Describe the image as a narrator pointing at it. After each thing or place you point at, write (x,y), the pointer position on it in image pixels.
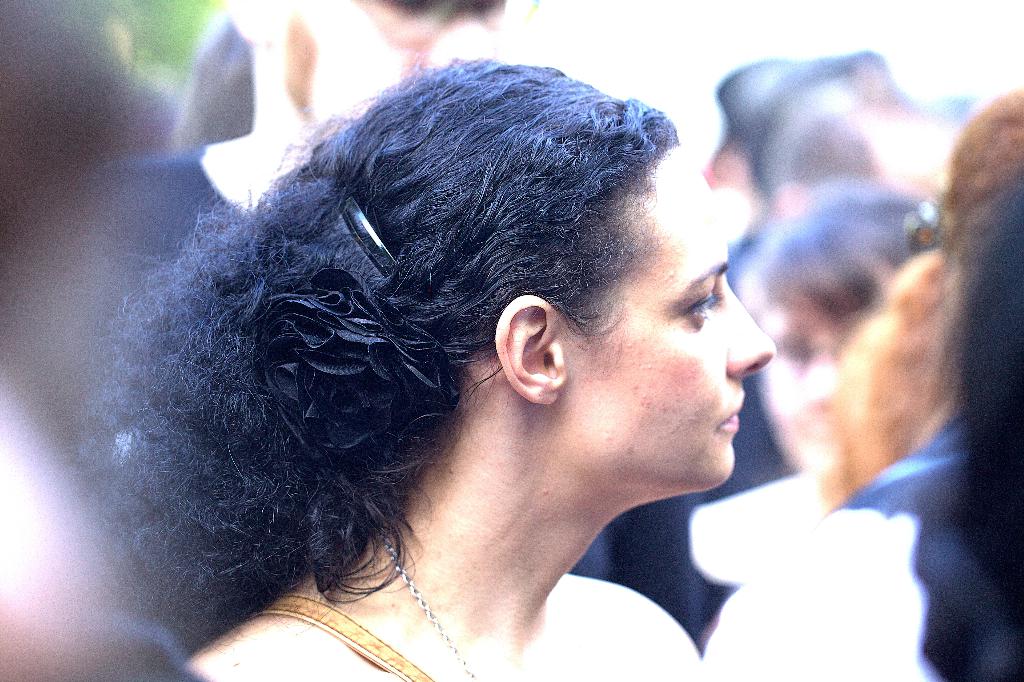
In this picture we can see a woman (481,105) and a group of people (900,404) and in the background (185,9) it is blurry.
